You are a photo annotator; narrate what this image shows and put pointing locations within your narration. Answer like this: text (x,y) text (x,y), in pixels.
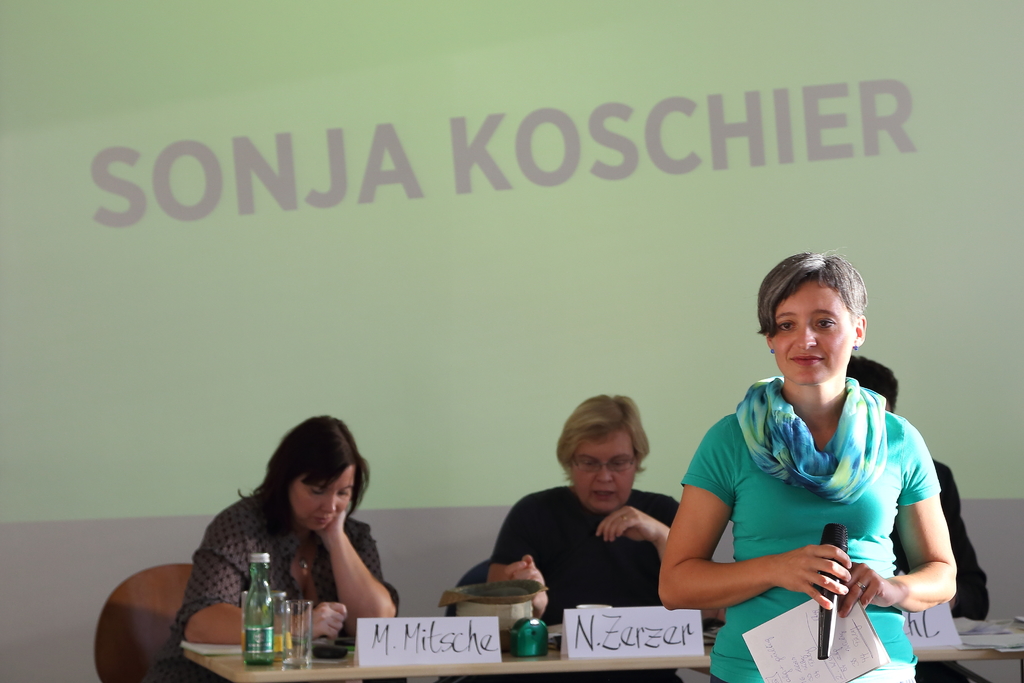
This is a picture of a conference. In the foreground of the picture (881,587) there is a woman (757,579) standing holding a mic (823,644) and papers (774,661). In the background (567,516) there are three people (582,506) seated in chairs (167,602) in front of a table (241,656), on the table (519,674) there are name plates (592,633), glasses (286,626) and a bottle (258,612). On the background (411,103) there is a screen (521,167).
